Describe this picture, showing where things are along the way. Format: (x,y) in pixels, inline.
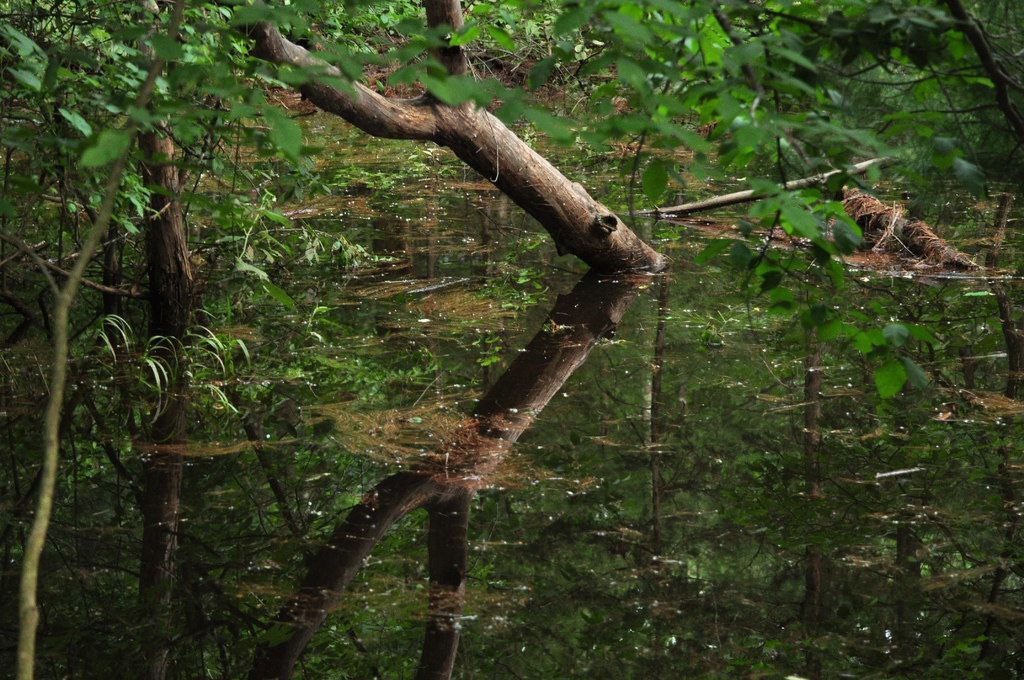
In this image I can see the water (525,468). In the background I can see few trees (540,78) in green color.
